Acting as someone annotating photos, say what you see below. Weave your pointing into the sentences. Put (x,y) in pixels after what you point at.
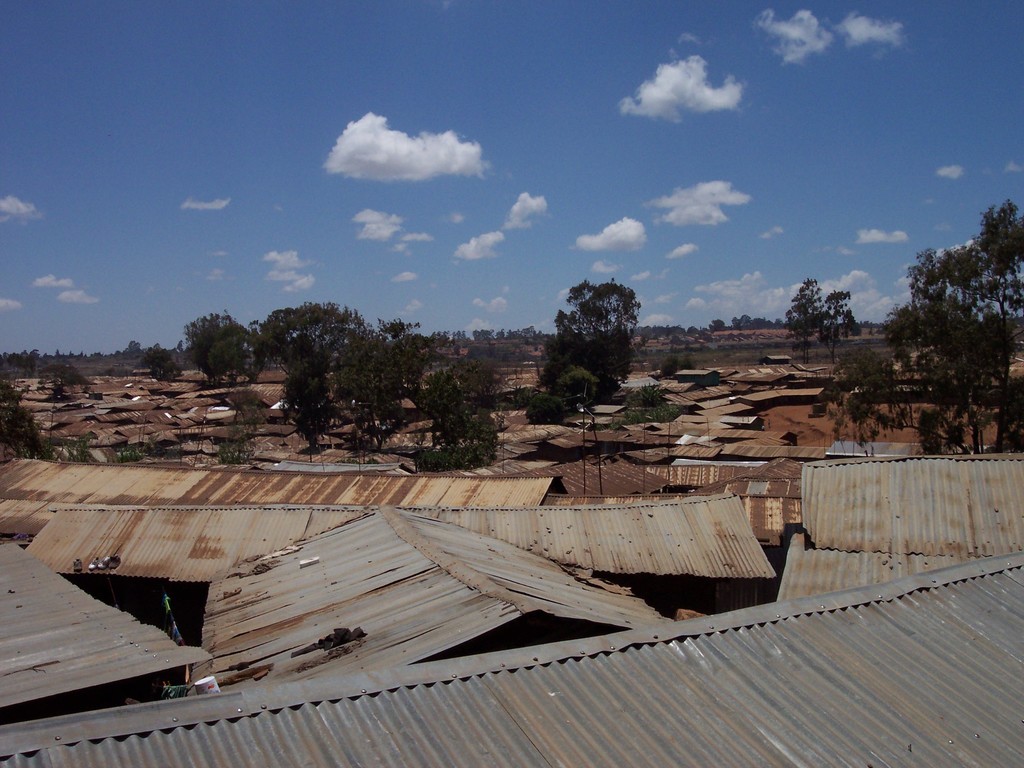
In this image at the bottom (264,577) we can see metal sheets (324,513) as roof (361,589) on the houses (373,575) and there are trees (415,360). In the background (435,247) we can see trees (399,353) and clouds (280,260) in the sky (480,297).
